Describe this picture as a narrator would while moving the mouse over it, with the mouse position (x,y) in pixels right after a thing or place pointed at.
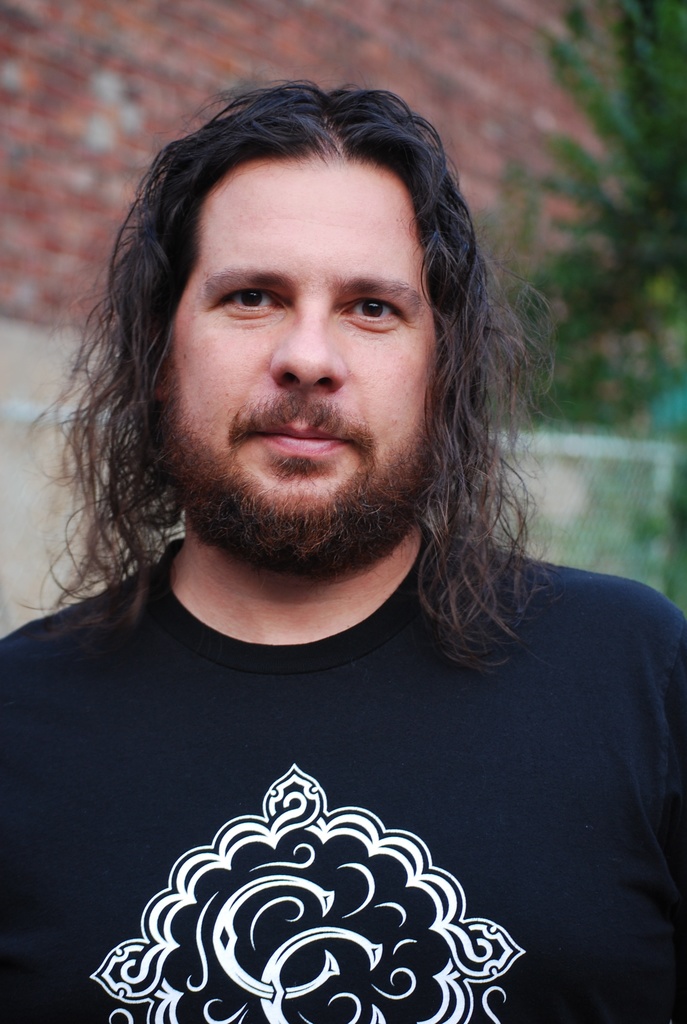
In this picture there is a man (338,679) in the center (348,643) wearing a black colour t-shirt (342,733). In the background (225,69) there is a wall (308,69) which is red in colour and at the right side (641,198) there are trees (623,266).
